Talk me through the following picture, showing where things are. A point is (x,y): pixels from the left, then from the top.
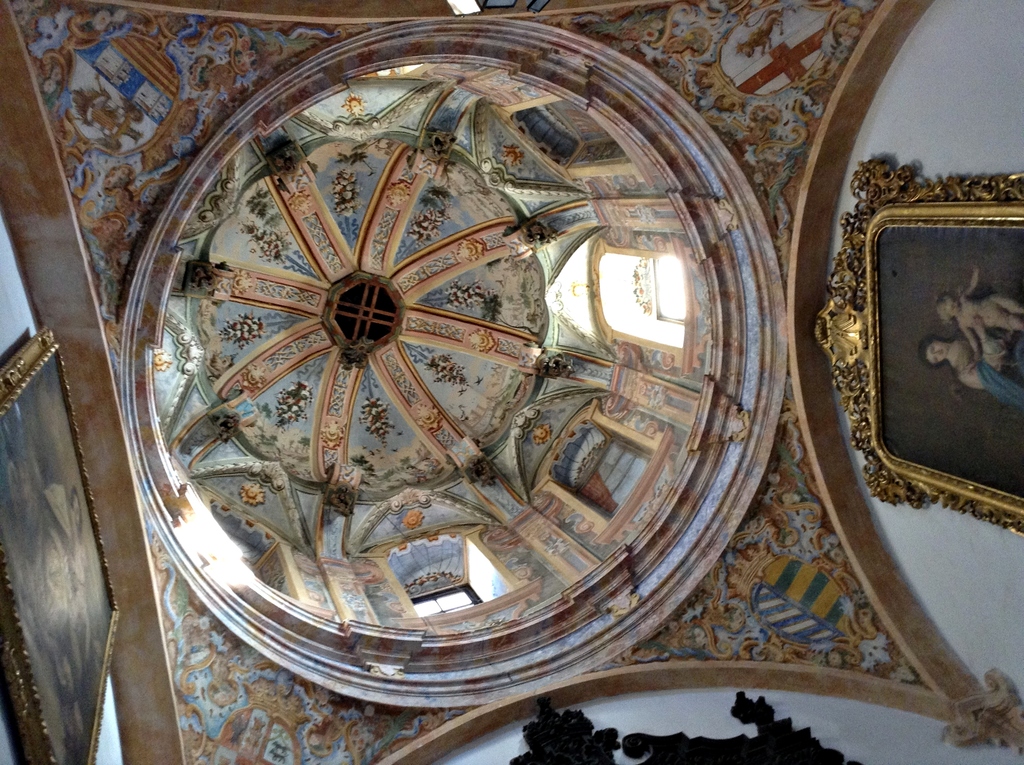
In this picture we can see an inside view of a building (256,228), on the right side (974,382) and left side we can see paintings (967,399).
